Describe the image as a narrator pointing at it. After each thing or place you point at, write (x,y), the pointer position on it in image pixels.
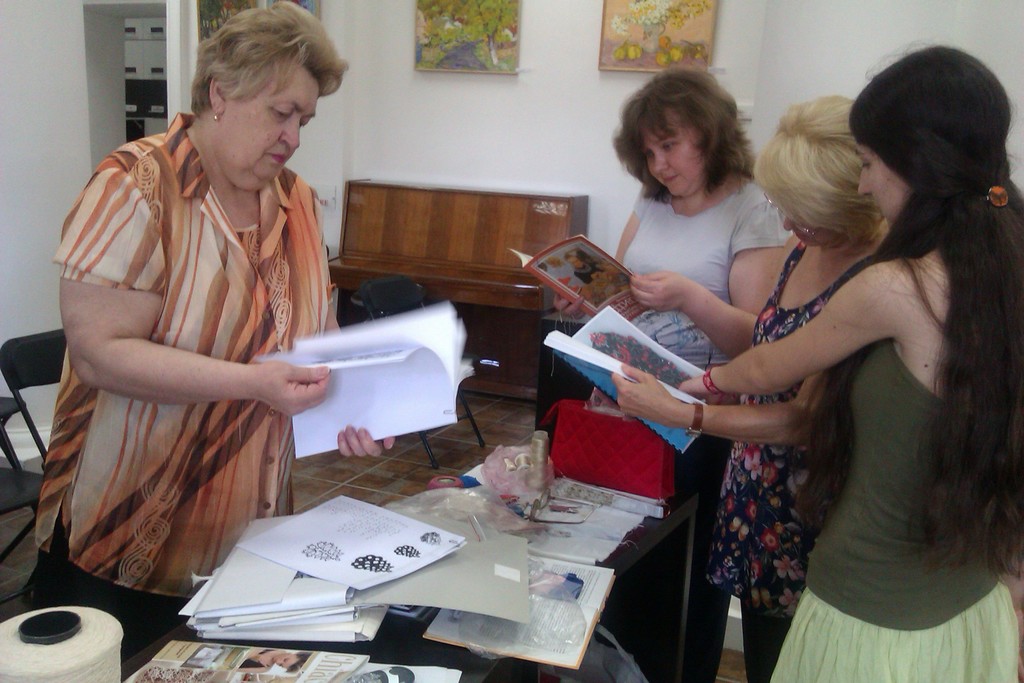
In this image I see 4 women (741,331) who are standing and I see that these 3 women (737,314) are holding books (658,367) in their hands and I see a table (402,659) over here on which there are many books (181,672) and papers (238,625) and I see a thing (94,644) over here. In the background (18,481) I see few chairs (369,296) and I see a brown color thing (404,256) over here and I see the white wall (407,89) on which there are few frames (627,56).
